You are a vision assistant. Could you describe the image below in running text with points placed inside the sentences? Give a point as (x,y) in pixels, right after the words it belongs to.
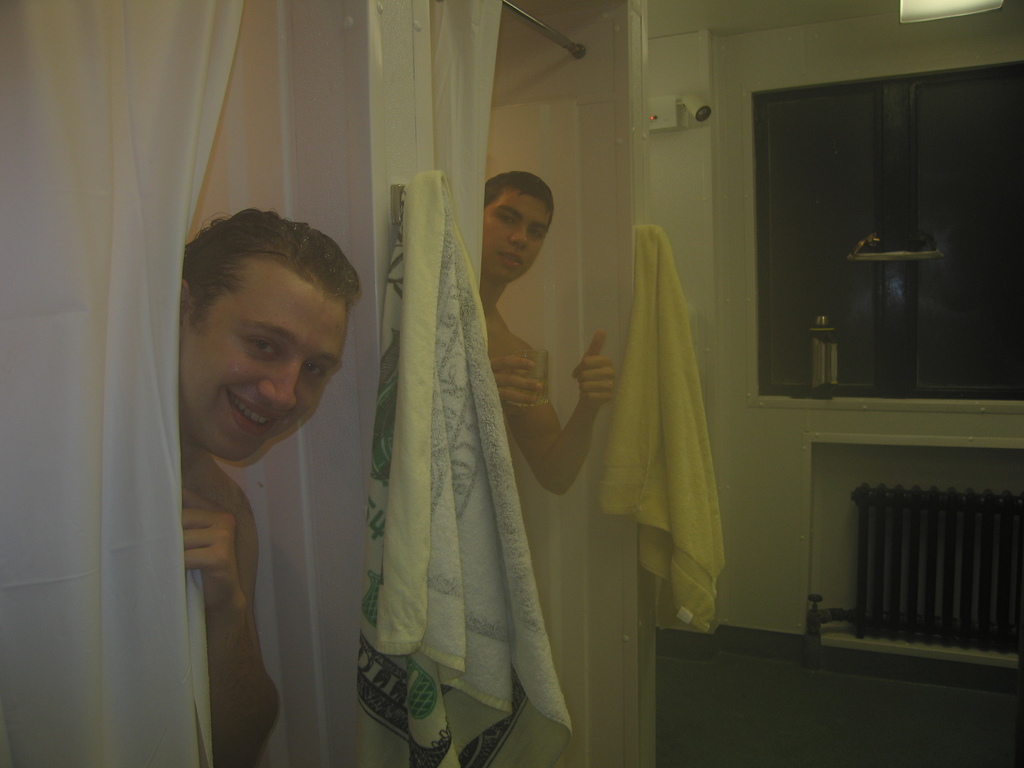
In this image we can see men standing on the floor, towels (640,391) to the hooks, curtains (454,147), windows (820,244), cc camera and floor (737,668).
